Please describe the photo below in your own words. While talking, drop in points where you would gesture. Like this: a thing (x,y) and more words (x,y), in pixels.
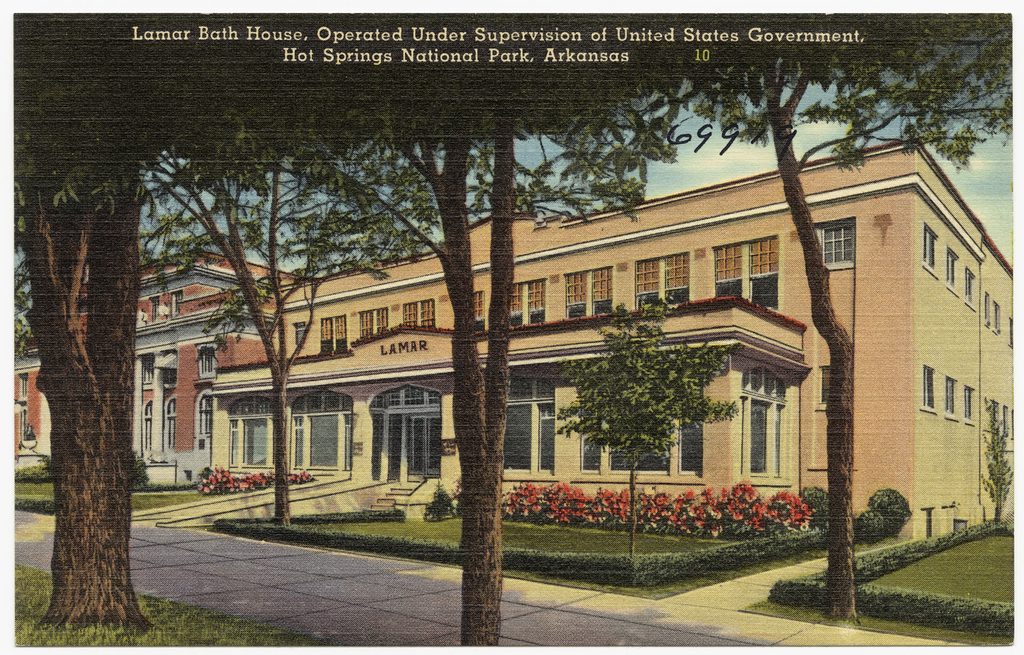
As we can see in the image there is a poster (493,213). In poster (575,222) there are buildings (576,310), trees (242,267), plants (883,527) and grass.
